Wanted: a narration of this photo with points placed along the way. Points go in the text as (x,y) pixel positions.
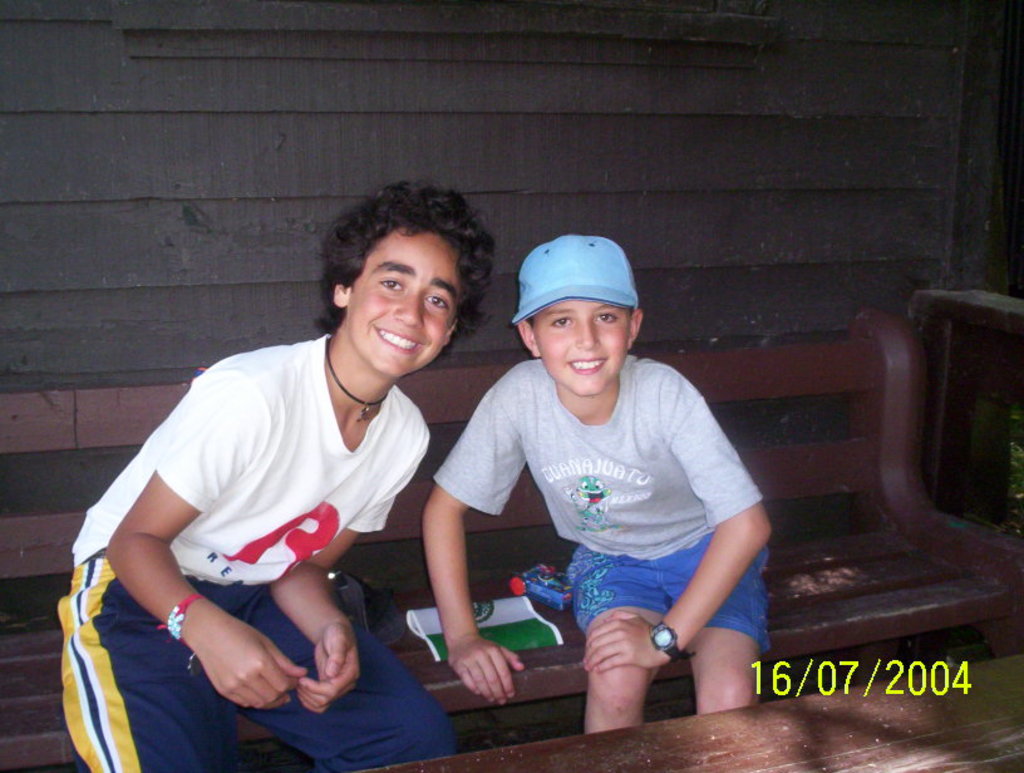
In the image there are two boys (678,557) sitting on a bench (157,421) and smiling, it looks like they are posing for a photo.
